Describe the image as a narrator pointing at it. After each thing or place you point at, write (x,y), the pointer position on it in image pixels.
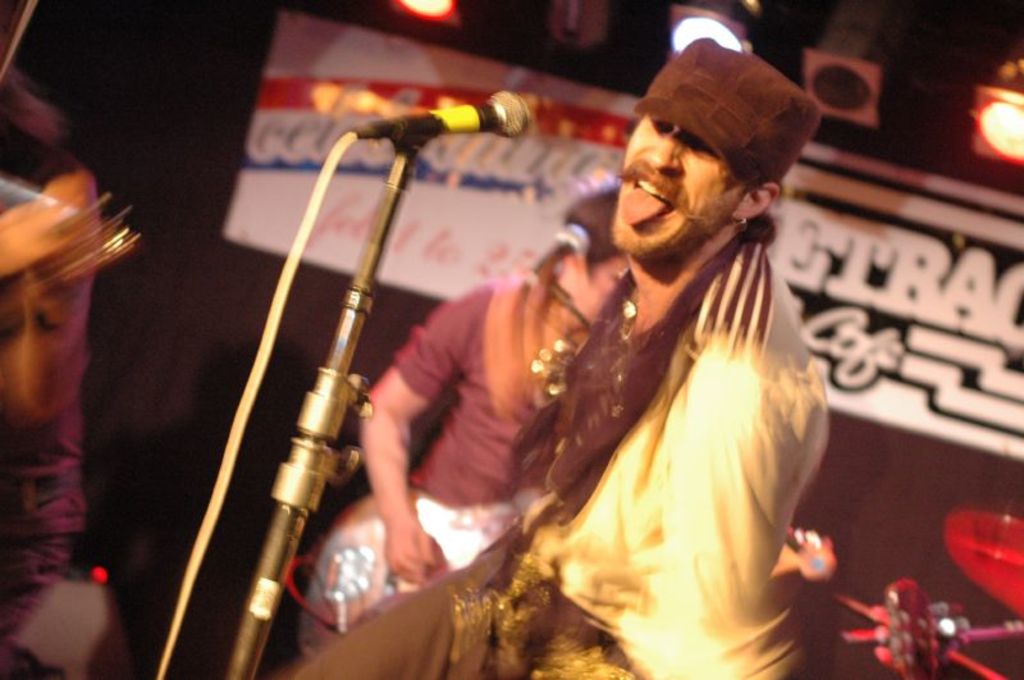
In this image, we can see a man (687,440) standing, he is wearing a hat (696,99), we can see a microphone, in the background (386,545), we can see a person (464,421) standing and holding a musical instrument (430,515), we can see a poster (1004,349) and we can see some lights (1017,107).
